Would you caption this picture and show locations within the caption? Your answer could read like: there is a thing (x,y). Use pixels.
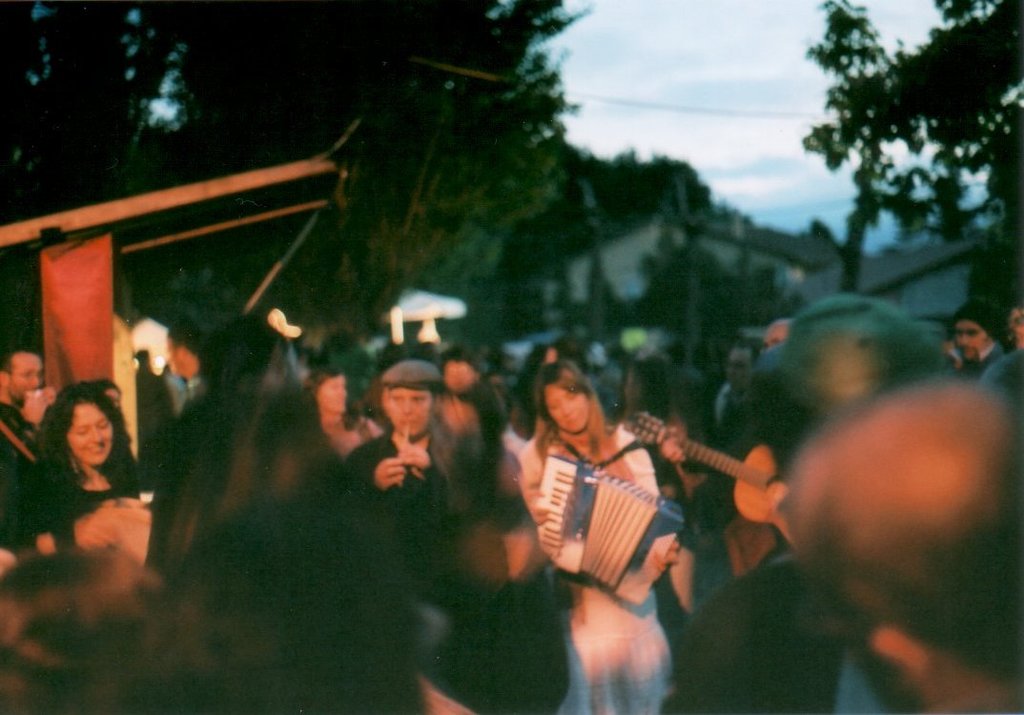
In this image i can see a number of persons (625,663) playing a music and back side of them there is a tree (422,139) and there is a sky (665,37) visible.
